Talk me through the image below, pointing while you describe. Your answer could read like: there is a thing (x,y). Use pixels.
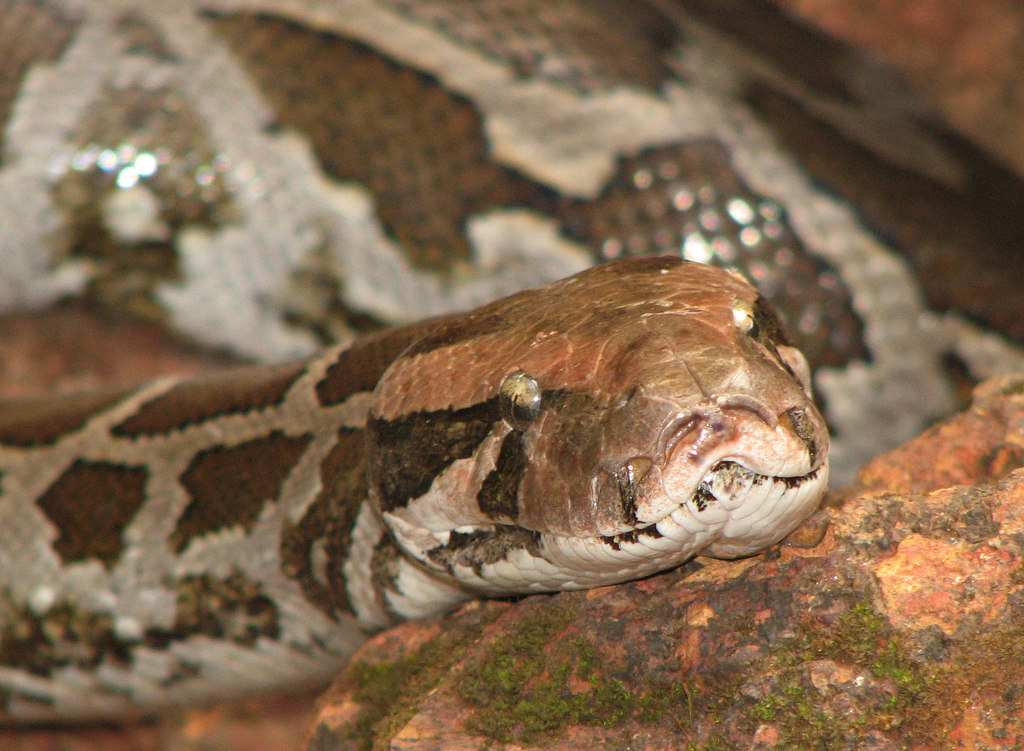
In the center of the image (448,370) we can see a snake (548,468). At the bottom right corner (927,688) a stone (799,629) is there.
